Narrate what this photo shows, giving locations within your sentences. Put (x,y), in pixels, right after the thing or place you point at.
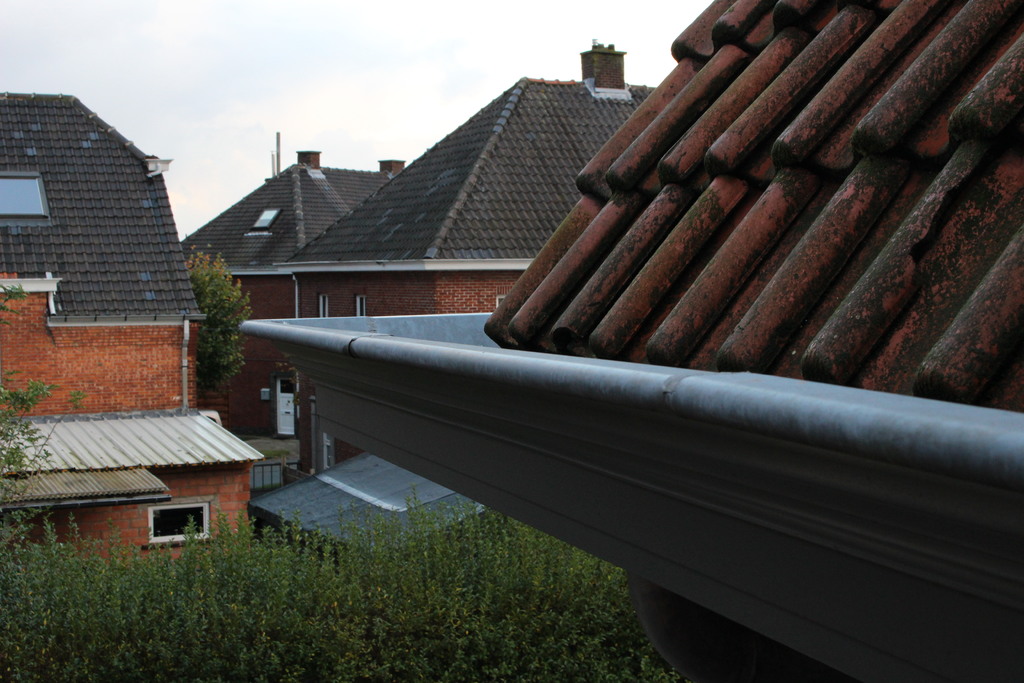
In this image we can see group of buildings (99,206), roof tiles (646,193), plants (230,286) and in the background (140,75) we can see the sky (160,71).
